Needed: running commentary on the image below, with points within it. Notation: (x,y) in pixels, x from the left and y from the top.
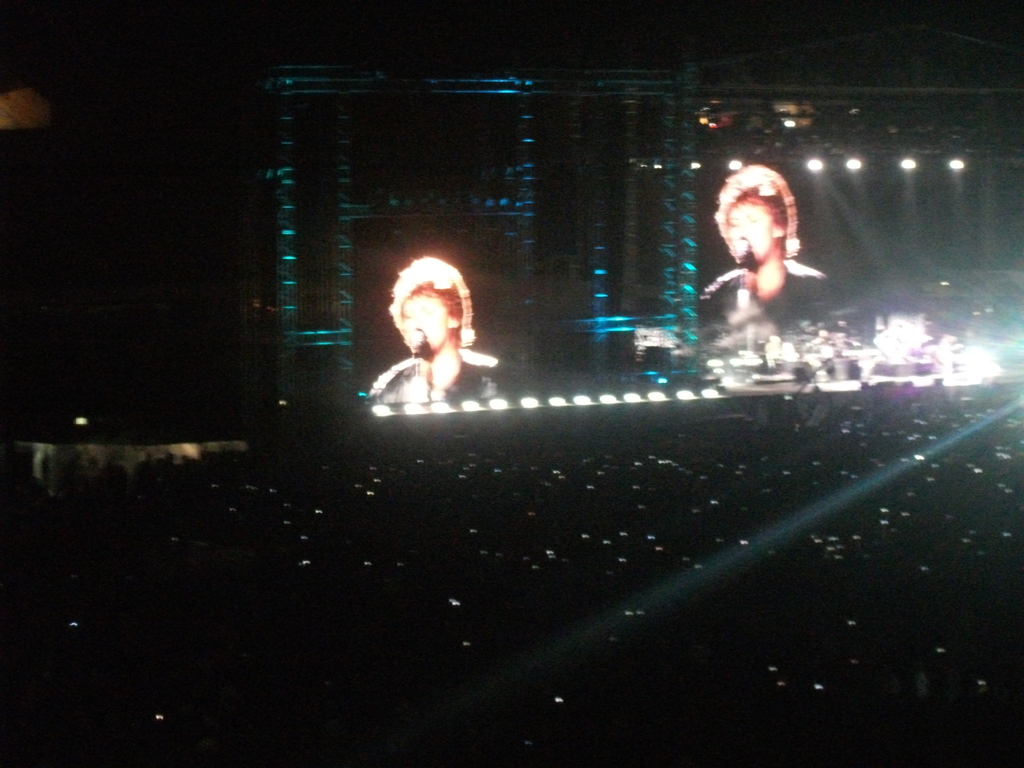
In the image we can see projected screens (465,344), lights (441,409) and the background (82,310) is dark.
